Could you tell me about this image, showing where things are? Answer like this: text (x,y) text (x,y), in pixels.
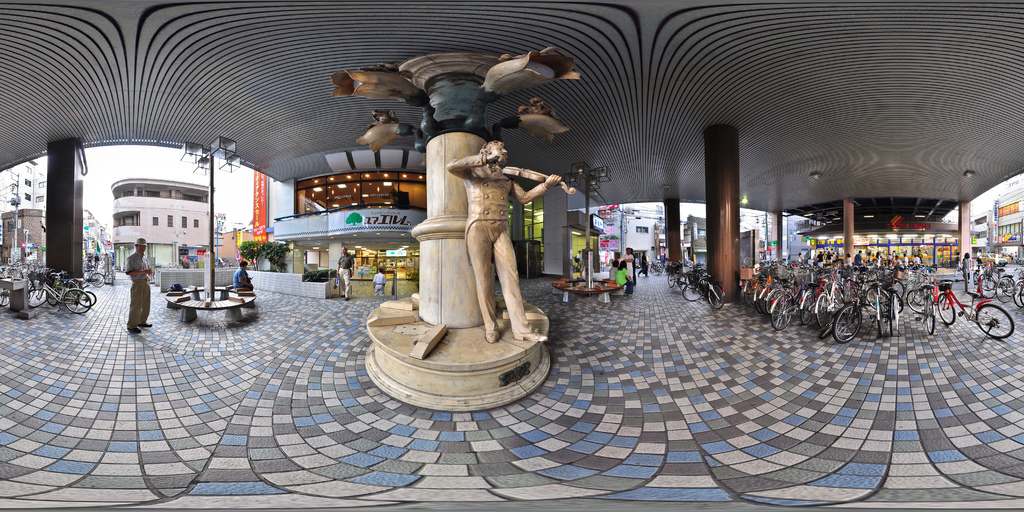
In this image in the center (470,224) there is one statue (482,252) and a pillar (445,218), on the right side (768,287) and left side (50,296) there are some cycles (60,306) and some persons (238,287). In the background (192,225) there are some buildings (689,256), stores (309,256) and some lights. At the bottom (185,418) there is floor (661,413), at the top (763,86) there is ceiling (625,63).
